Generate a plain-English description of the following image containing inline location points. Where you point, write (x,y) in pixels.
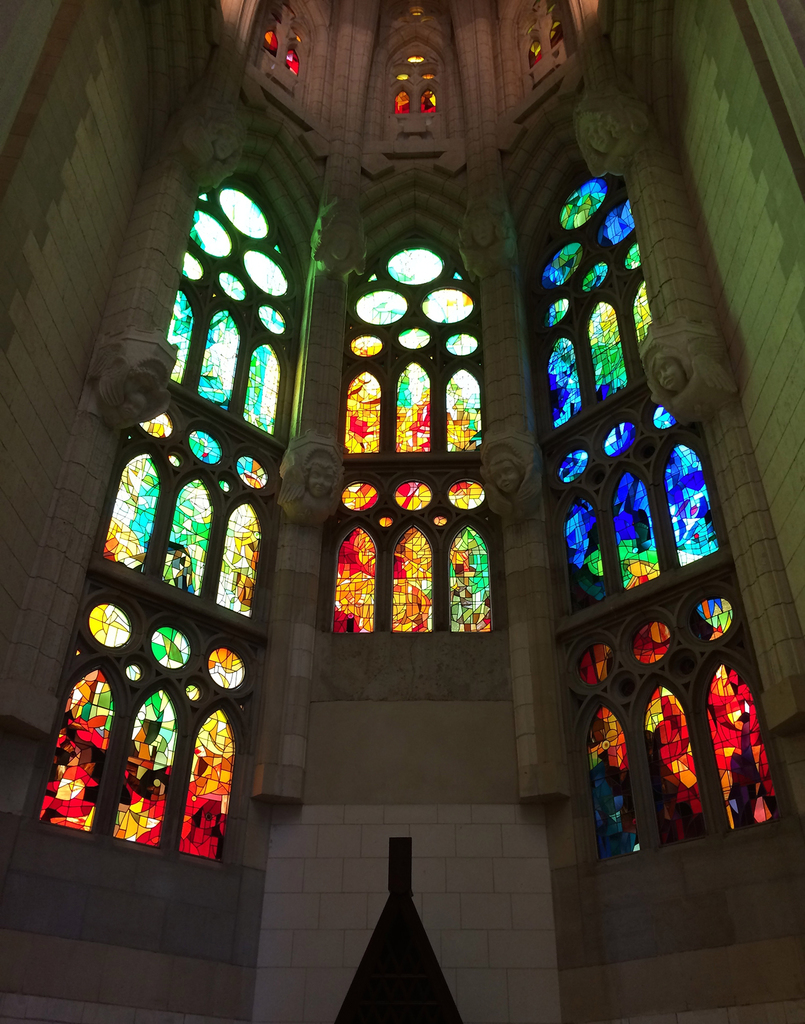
In this picture I can see there are few windows (350,615) with stained glass (430,551) and there is a wall (490,873) in cream color.
